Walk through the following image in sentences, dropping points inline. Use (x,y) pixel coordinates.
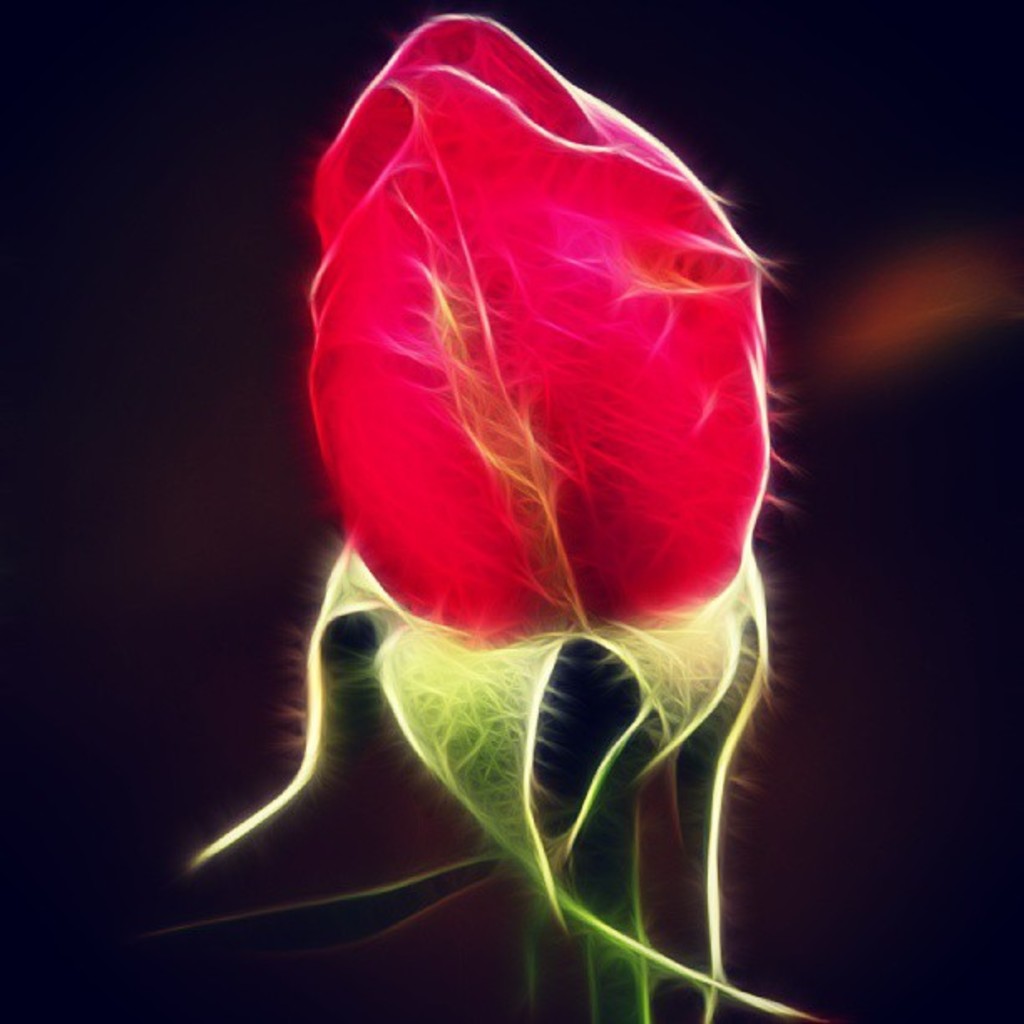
Here we can see a graphical image, in this picture we can see a rose flower (737,524) in the front (511,436), there is a dark background (793,14).
